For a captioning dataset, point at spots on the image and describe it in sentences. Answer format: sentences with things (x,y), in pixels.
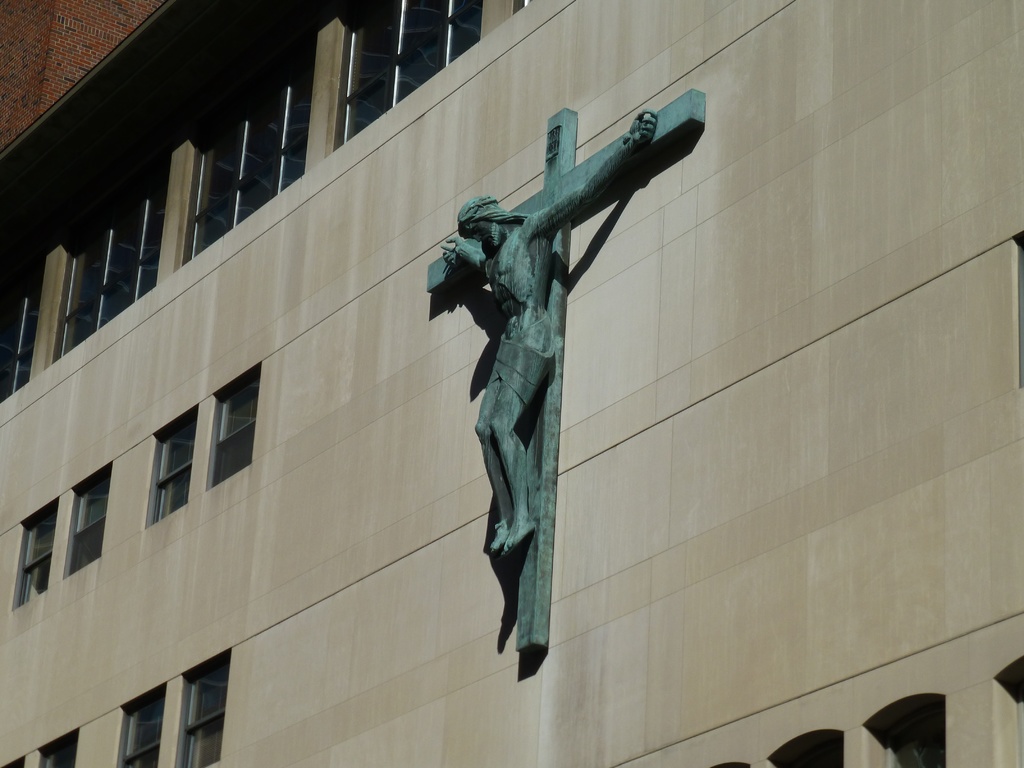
In this image, in the middle (445,279) there is statue (552,152) on the wall (726,295) and on the left side (241,184) there are many windows (119,299).
